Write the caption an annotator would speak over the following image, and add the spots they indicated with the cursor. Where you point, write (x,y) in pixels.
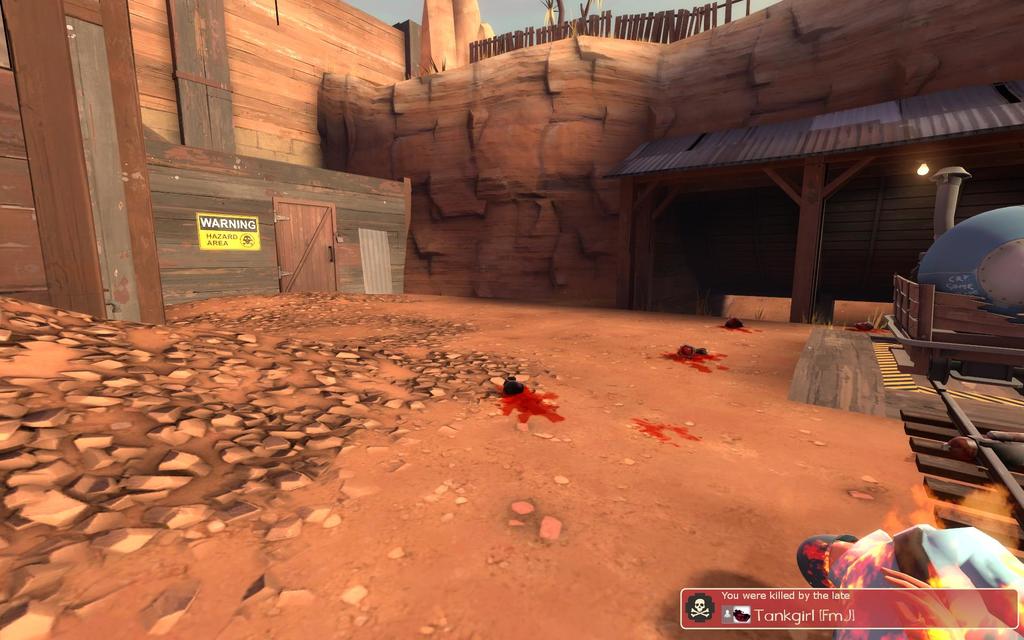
In this image we can see an animated picture of a house (207,260), rocks (490,189), there is a board (237,226) with text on it, also we can see a person (857,579), and text (802,625) on the bottom right corner of the image (889,595).
